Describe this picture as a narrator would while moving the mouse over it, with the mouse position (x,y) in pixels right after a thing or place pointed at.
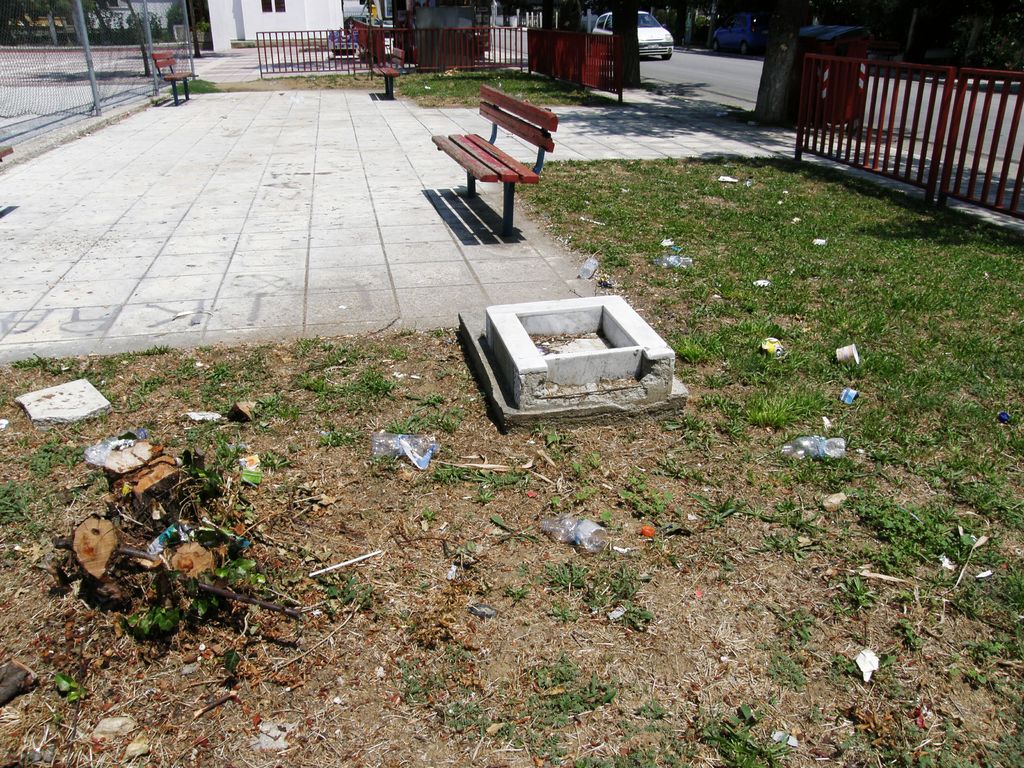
In this picture we can see grass (501,576) and some garbage (191,536) at the bottom (518,670), there are two benches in the middle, we can see fencing panel (801,102) on the right side (950,141), there is a car (651,41) traveling on the road (695,68), in the background (293,18) there is a house (280,18), we can see trees (99,22) at the left top of the picture (72,13).
